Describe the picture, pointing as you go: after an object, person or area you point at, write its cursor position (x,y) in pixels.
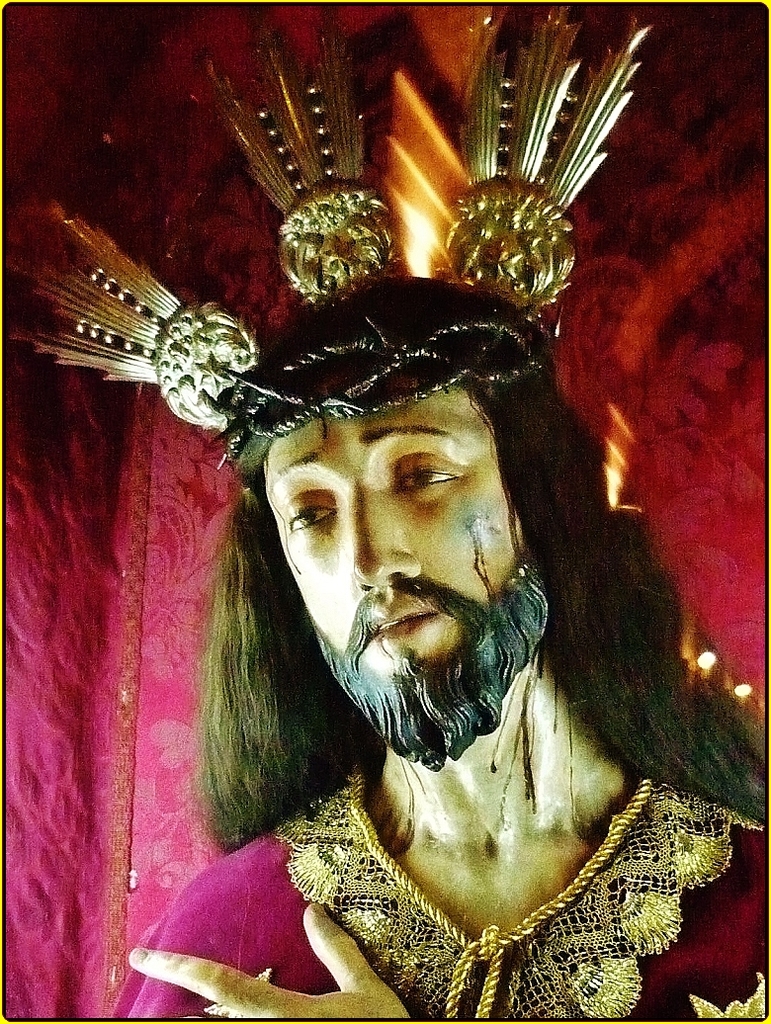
In the center of the image (365,502) there is a statue (377,729). In the background of the image (738,596) we can see cloth (180,514) and light (421,179).
